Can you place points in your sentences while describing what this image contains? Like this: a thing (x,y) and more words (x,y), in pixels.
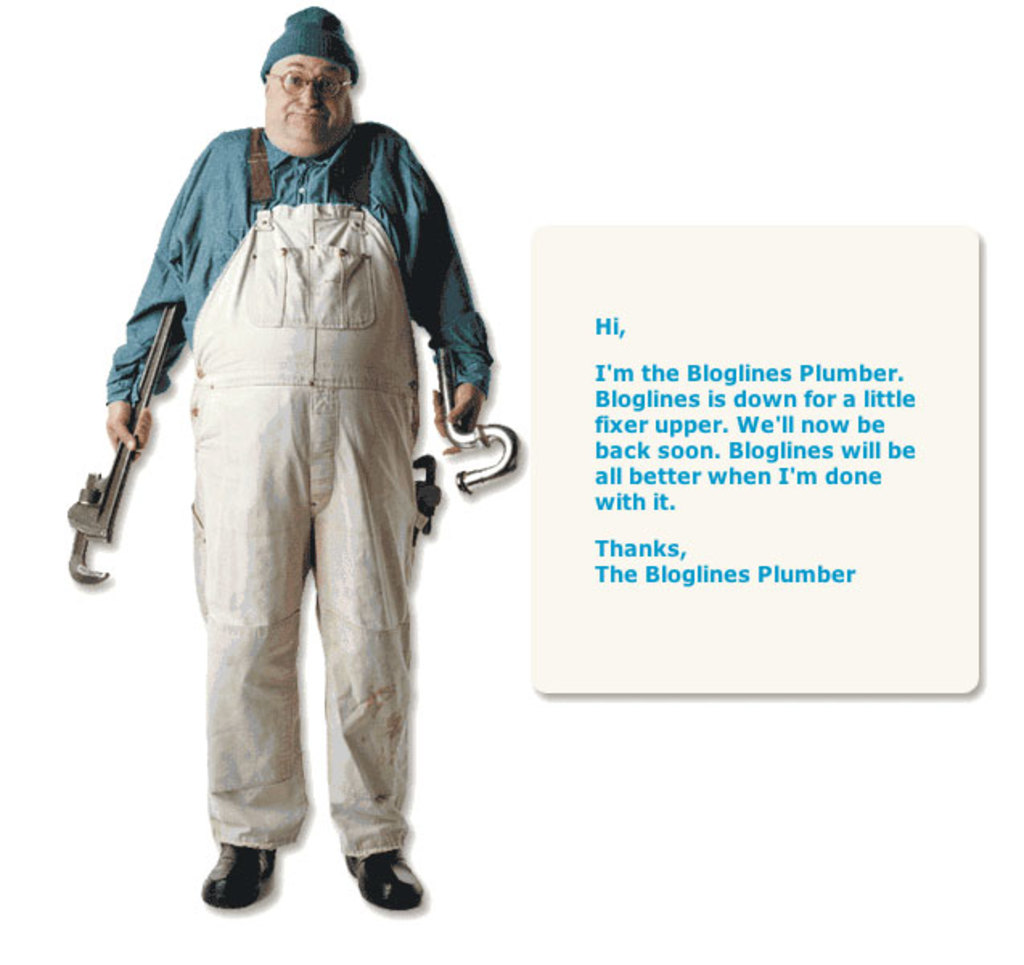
In this image there is a person (285,756) standing and holding tools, beside him there is a poster (835,648) with some text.
